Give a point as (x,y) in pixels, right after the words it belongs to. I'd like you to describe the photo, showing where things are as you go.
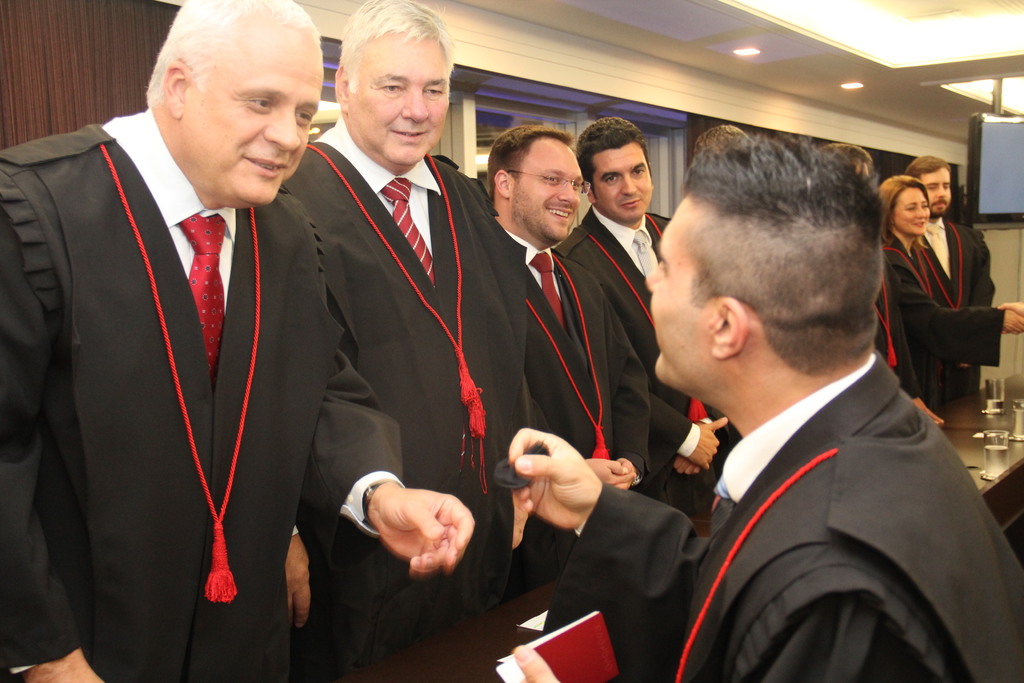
In this image we can see group of persons (456,334) standing at the table (968,438). On the table (952,430) we can see water (993,451) in glasses (1003,445). In the background (869,44) we can see wall (158,26), lights (873,31), television (991,145) and windows (481,106).
